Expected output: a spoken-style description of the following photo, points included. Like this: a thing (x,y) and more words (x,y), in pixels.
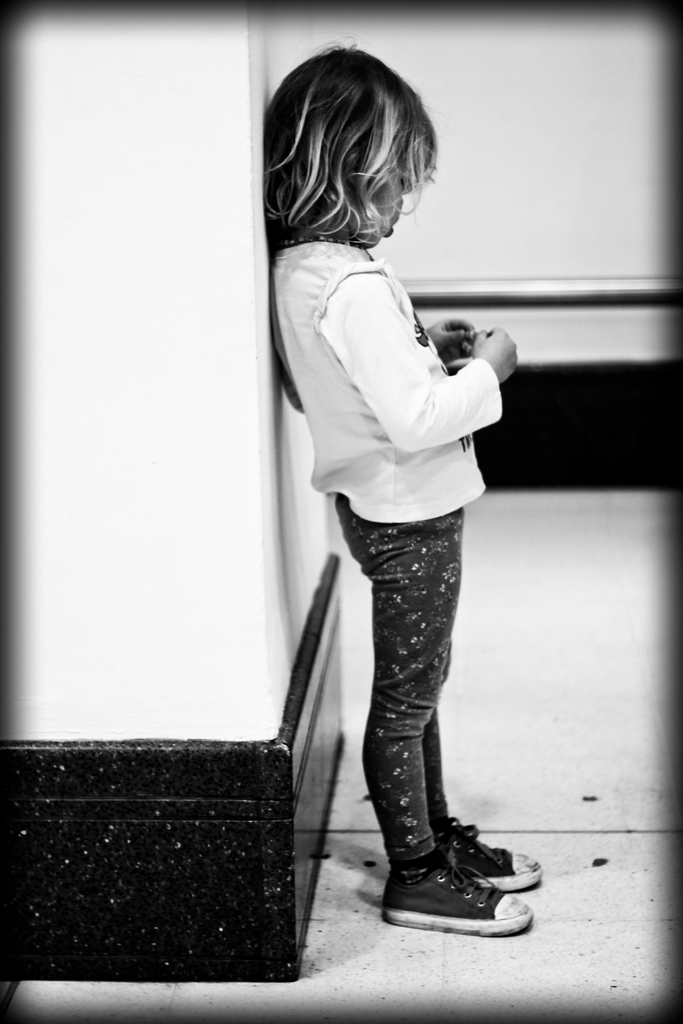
There is a girl (366,250) standing, behind her we can see wall (152,198).
